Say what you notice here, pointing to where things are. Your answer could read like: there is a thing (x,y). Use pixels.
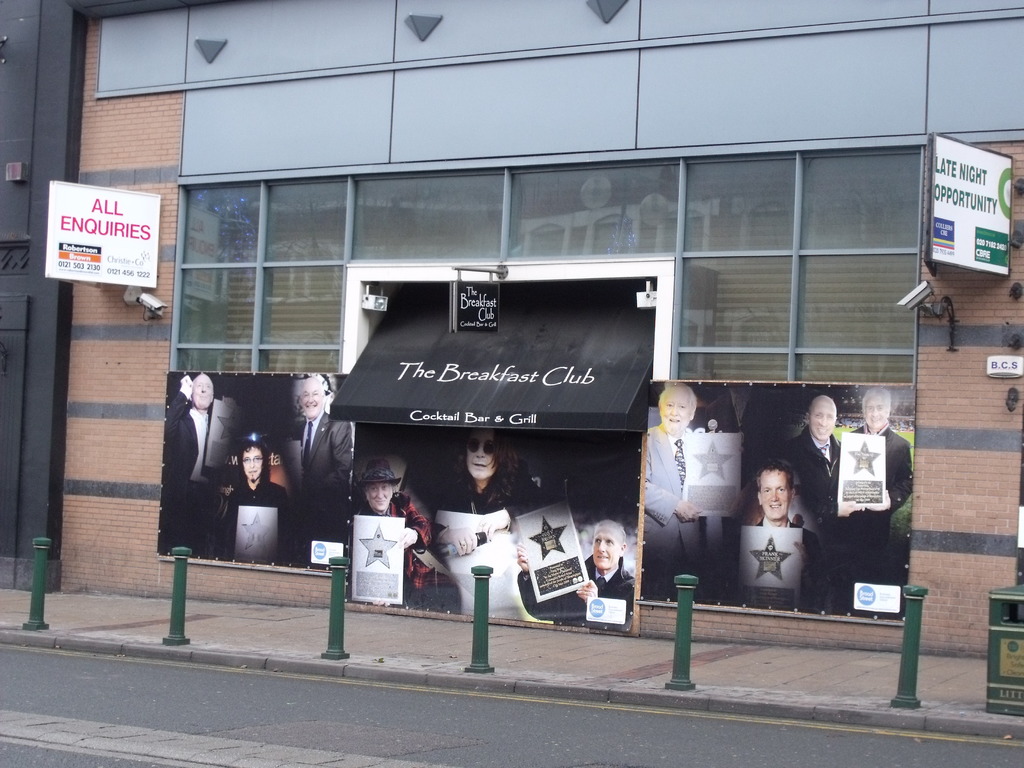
In this image, we can see boards (212,464) on the wall (934,410). There are poles (918,636) beside the road (783,744). There is a trash bin (1003,610) in the bottom right of the image (1016,657).
